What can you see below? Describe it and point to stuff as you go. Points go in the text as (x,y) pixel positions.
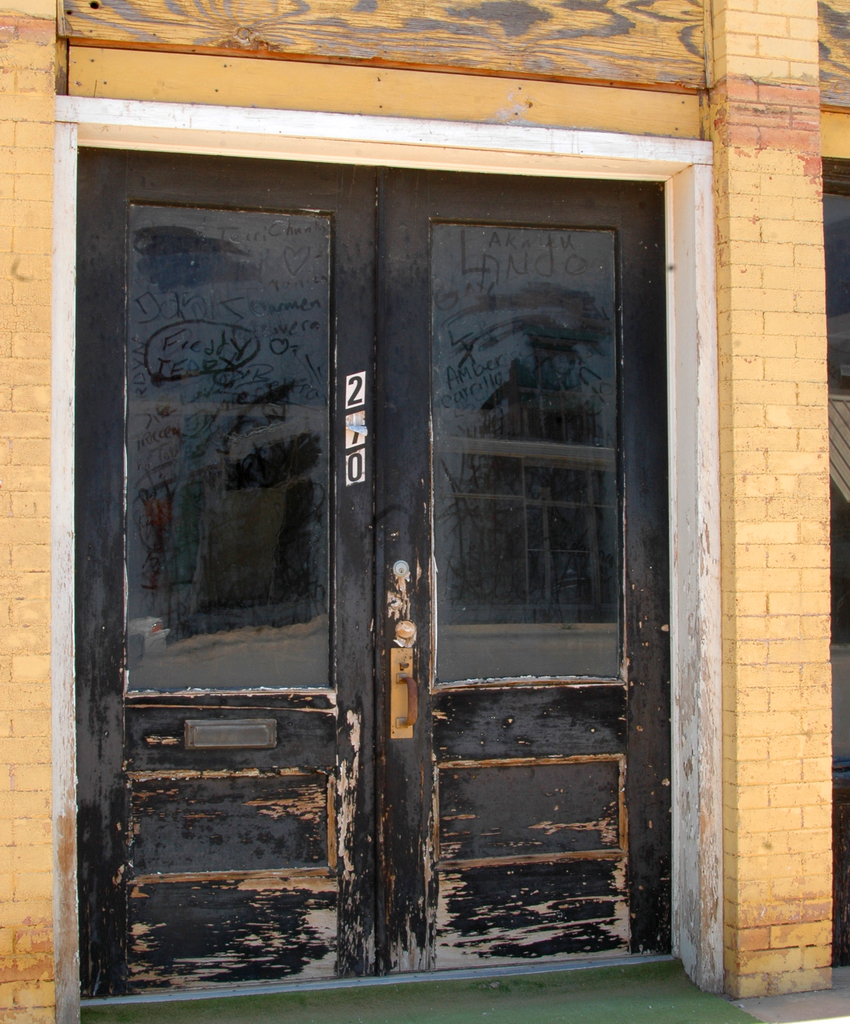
In this image we can see one black door (473,228) with white border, one big cream color wall (743,912), some numbers (356,426) on the door (376,576) and one green carpet (637,1004) on the floor (787,1016).
